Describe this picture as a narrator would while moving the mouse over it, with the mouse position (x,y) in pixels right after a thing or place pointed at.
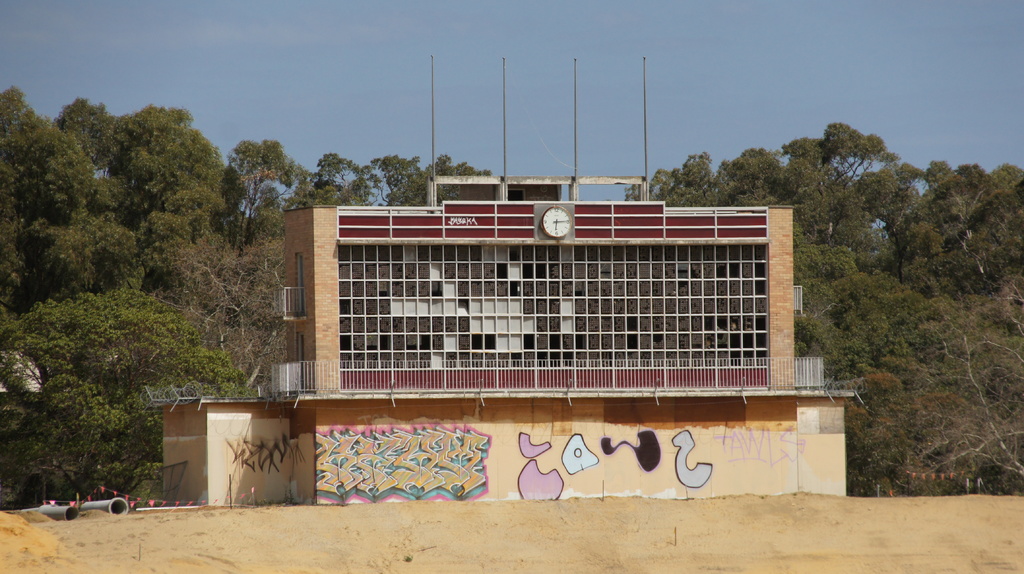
In the center of the image (382,223) there is a building (521,386). In the background (94,261) there are trees (846,197). At the top (610,54) there is sky (656,55). At the bottom (173,538) we can see pipes (116,508) and sand (315,554).
